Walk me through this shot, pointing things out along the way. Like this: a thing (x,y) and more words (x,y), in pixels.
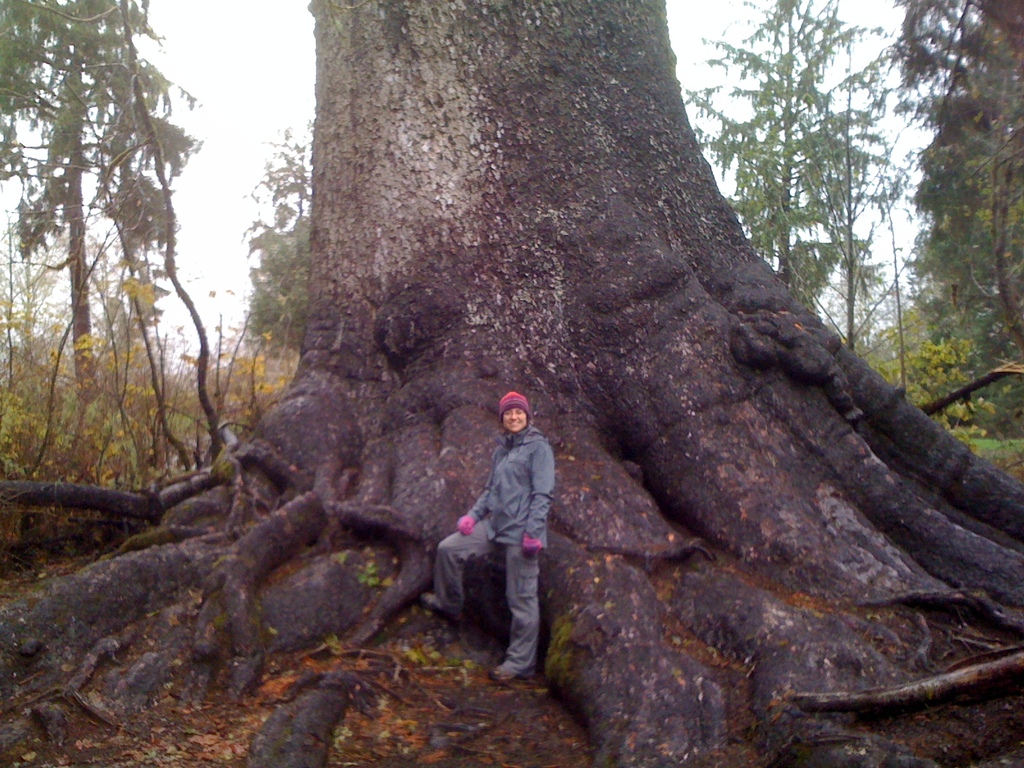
In this image I see a person (525,527) over here who is standing and I see that the person (518,433) is smiling and I see number of trees (453,168). In the background (241,132) I see the sky (267,132).
